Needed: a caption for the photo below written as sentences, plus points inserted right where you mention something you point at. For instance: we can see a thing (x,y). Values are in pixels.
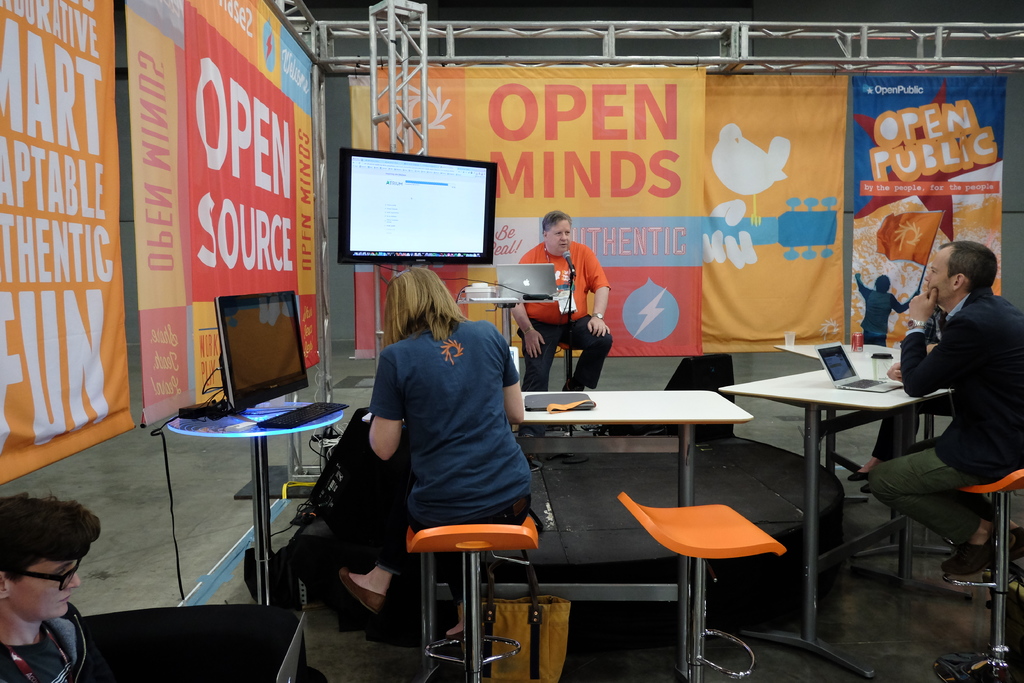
In this picture we can see two men (545,254) and two woman (41,569) sitting on chairs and in front of them on table (809,383) we have laptops (847,375), glass (881,356), book (539,406) and in middle (589,258) man (598,283) is talking on mic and in the background (586,146) we can see banners (497,160), screen (432,162), pillar (420,132).
